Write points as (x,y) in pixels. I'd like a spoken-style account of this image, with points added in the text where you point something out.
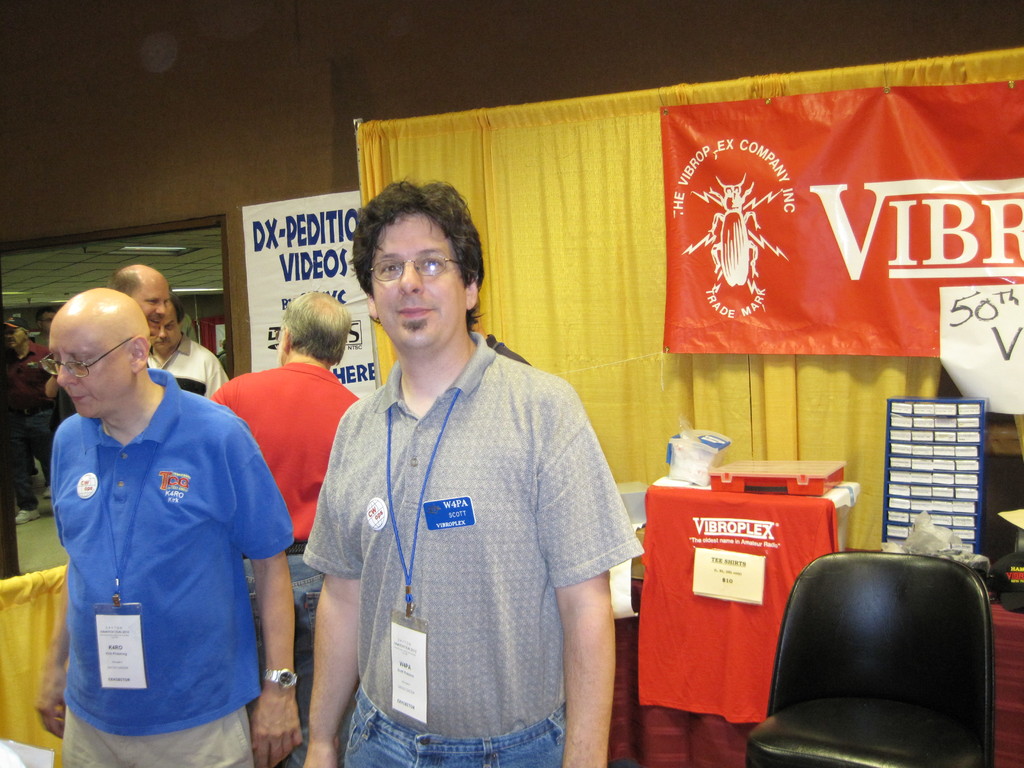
On the background (583,178) we can see yellow curtain (612,245) and banner (891,181) in red colour. Here we can see a board (955,457) and papers (903,477) on it. Here we can see persons (512,483) standing, talking to each other and smiling. This is a chair (869,746).
